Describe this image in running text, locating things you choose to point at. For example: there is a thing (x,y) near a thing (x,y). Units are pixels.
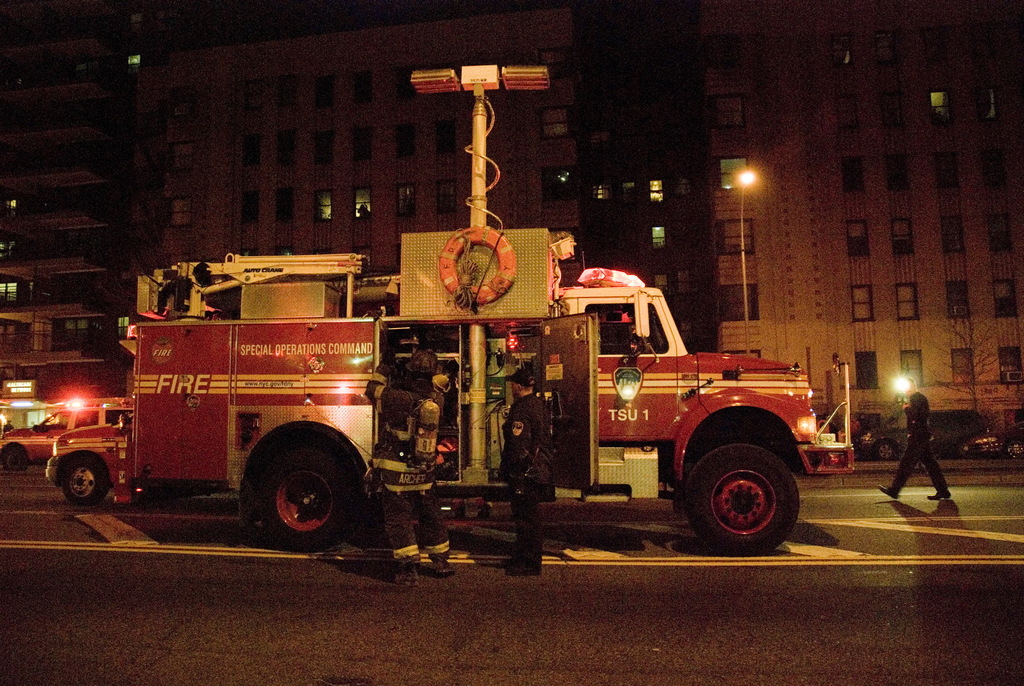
In this image I can see a truck (272,384) which is red in color on the road (786,577) and few persons (404,398) standing beside the truck (484,475). In the background (890,491) I can see a person (944,486) walking on the road (949,511), few vehicles (966,433) on the road (905,503), few buildings (239,135), few lights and the dark sky (367,23).
